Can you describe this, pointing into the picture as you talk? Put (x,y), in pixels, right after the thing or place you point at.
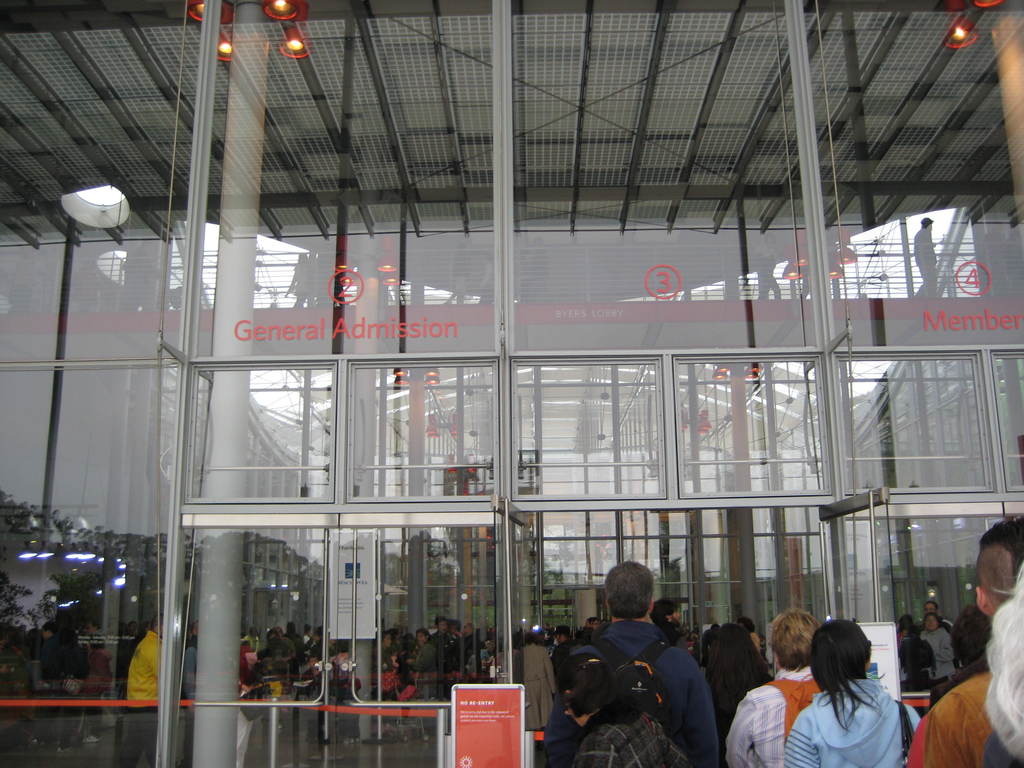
Here in this picture we can see an entrance (485,452) of a venue (936,29) as we can see number of people (560,653) present in it and entering it from the front door (850,582) present over there and we can see lights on the roof (378,118) here and there and we can also see pillars (250,17) present and on the glass (726,449) we can see trees (83,546) and people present over there.
